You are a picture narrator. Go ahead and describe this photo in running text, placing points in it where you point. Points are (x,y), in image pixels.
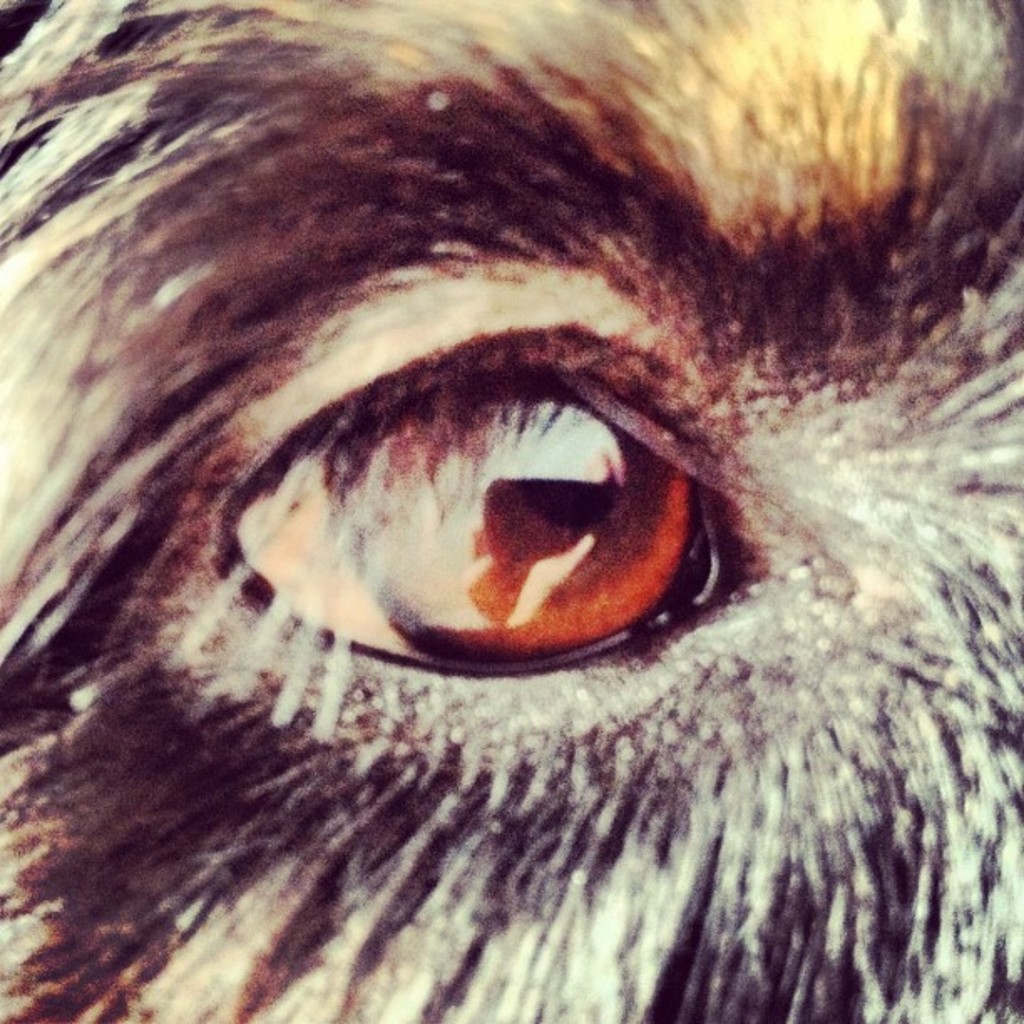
The picture consists of an eye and fur (214,248).
